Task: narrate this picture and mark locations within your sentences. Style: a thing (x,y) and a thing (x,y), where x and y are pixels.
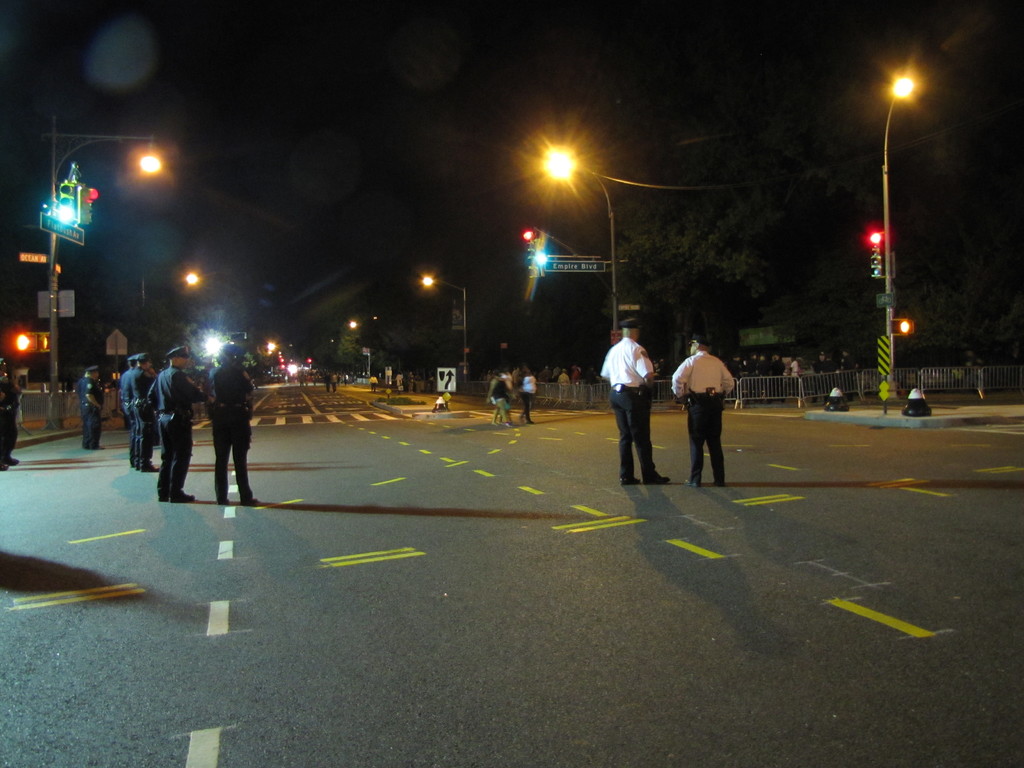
At the bottom of the image (331,537) on the road (384,546) there are few people (627,459) standing. Behind them there is fencing (608,386) on the footpath (943,409). And also there are poles (888,281) with traffic signals (872,249), lights (900,92) and sign boards (596,264). And also there are trees (871,164). And there is a dark background (735,3).
